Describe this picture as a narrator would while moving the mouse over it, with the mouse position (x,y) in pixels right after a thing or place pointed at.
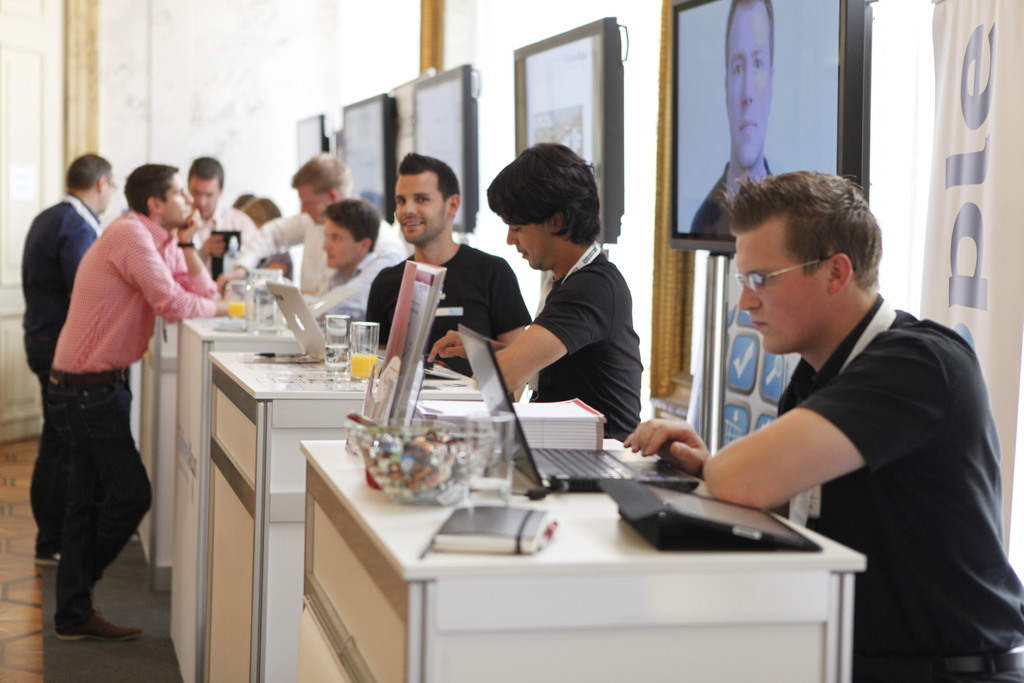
This picture shows few people (454,176) standing with the laptops (593,467) on the table (367,665).
